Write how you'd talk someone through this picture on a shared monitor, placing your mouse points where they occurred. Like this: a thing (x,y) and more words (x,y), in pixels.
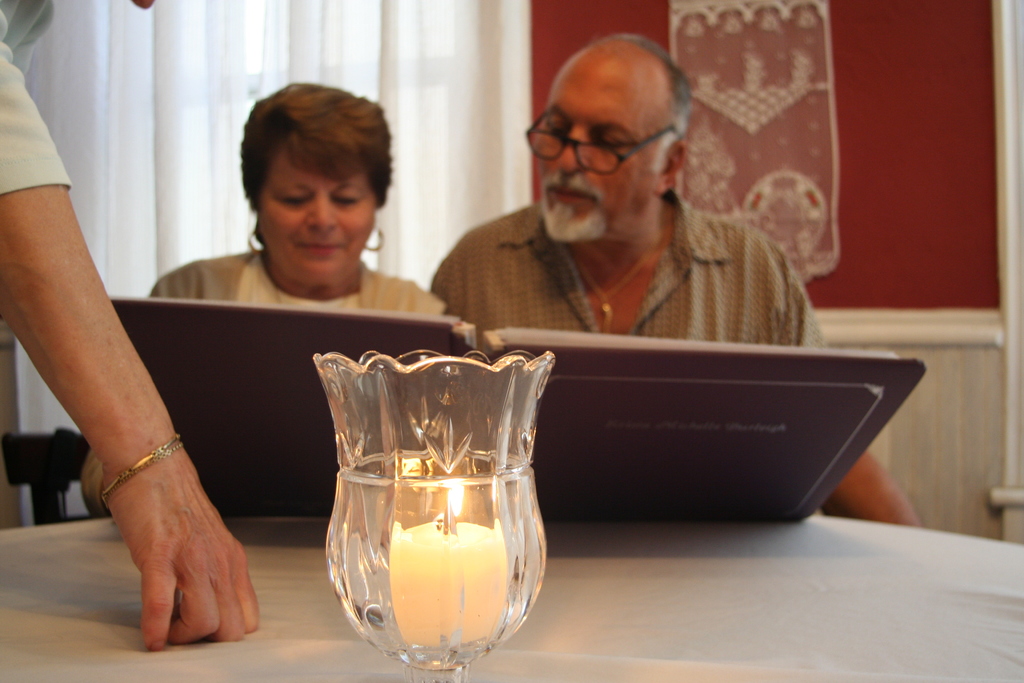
In this image there is a man (593,204) and a woman (299,213) sitting on the chair (74,470), they are reading a book (681,361), there is a person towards the left of the image (107,385), there is a table (211,643) towards the bottom of the image (37,633), there is a candle (436,568) inside a glass container (418,479), there is the wall (965,438), there is a board (902,152), there is an object (804,137) on the board (841,144), at the background of the image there is a curtain (232,121).
